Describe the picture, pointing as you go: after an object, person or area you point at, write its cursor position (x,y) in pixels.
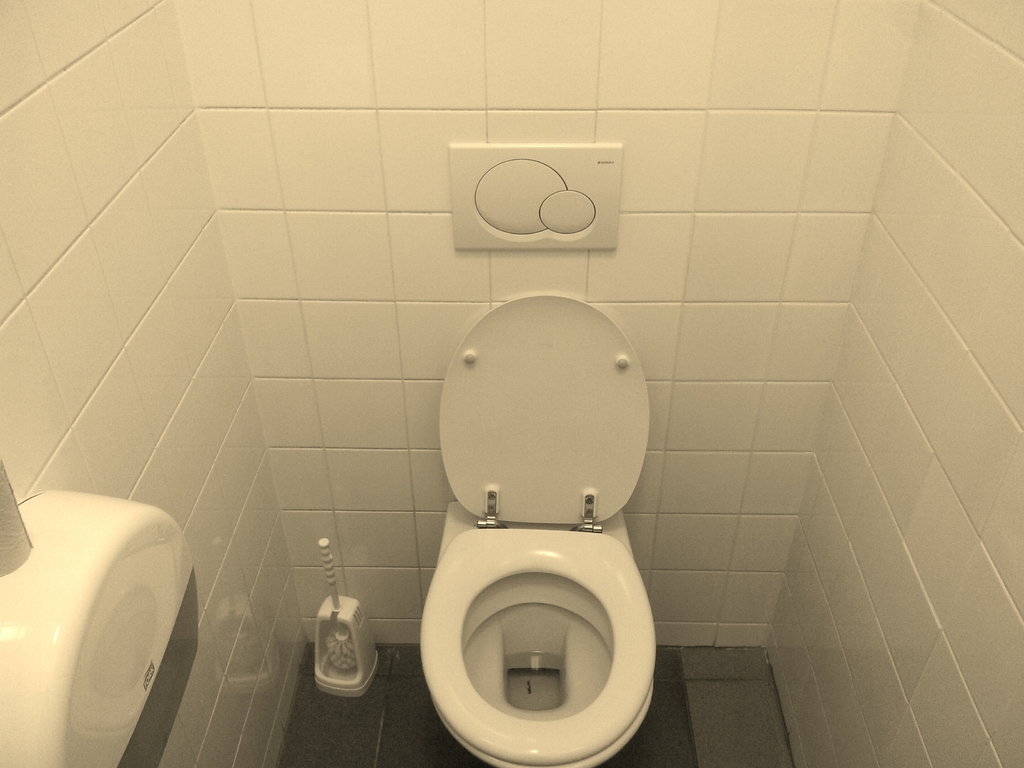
In the image we can see western toilet (543,302). Behind the western toilet (561,311) there is wall (398,328).
